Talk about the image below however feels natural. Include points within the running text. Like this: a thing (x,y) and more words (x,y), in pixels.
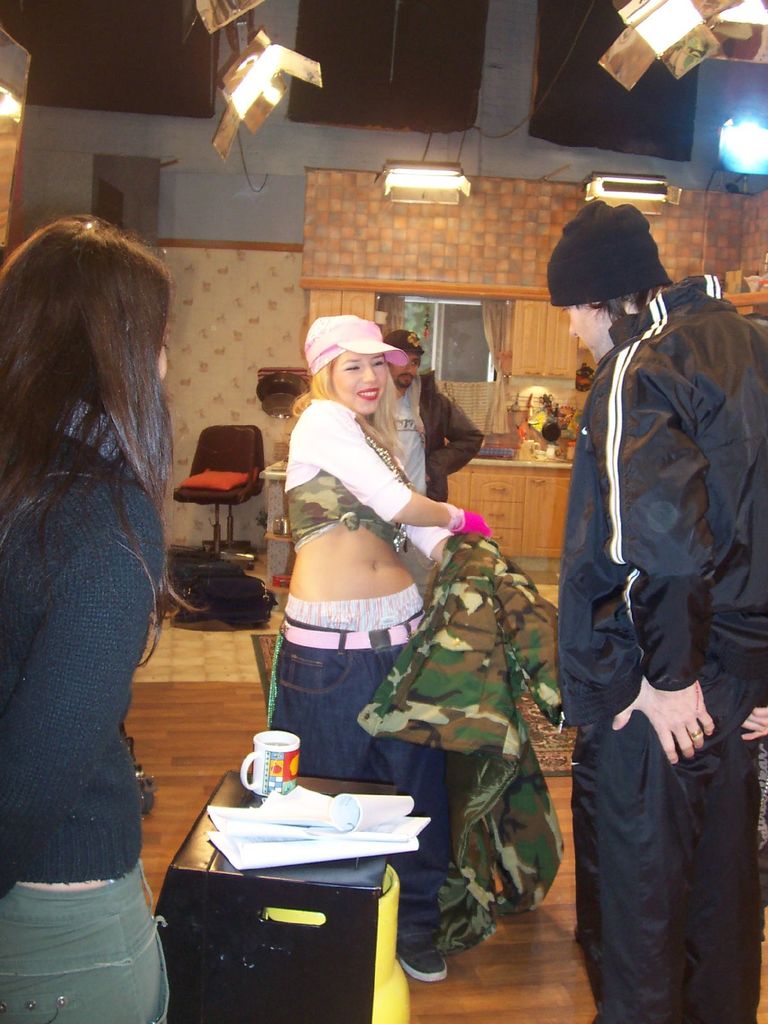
In the image I can see a place (422,992) where we have a person (414,921) who is wearing the dress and some other people (29,802) and a table (233,802) on which there are some things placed and also I can see some lights (406,194) to the roof (186,65).
